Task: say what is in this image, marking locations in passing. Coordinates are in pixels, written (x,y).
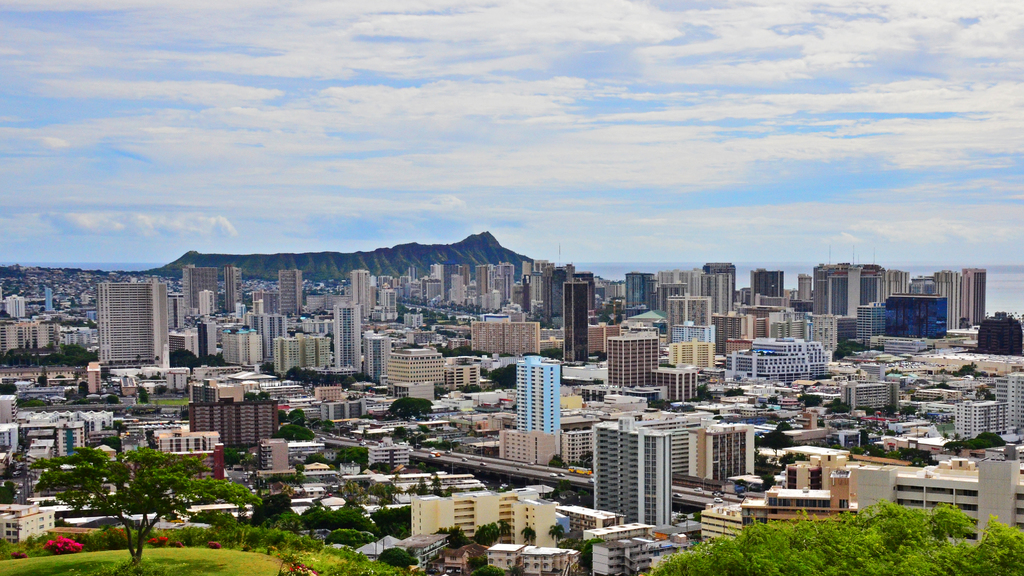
This is the over view of the city (412,293) where we can see so many buildings (212,473), trees (828,555) and mountain (279,261). The sky (453,160) is full of clouds (430,112).
